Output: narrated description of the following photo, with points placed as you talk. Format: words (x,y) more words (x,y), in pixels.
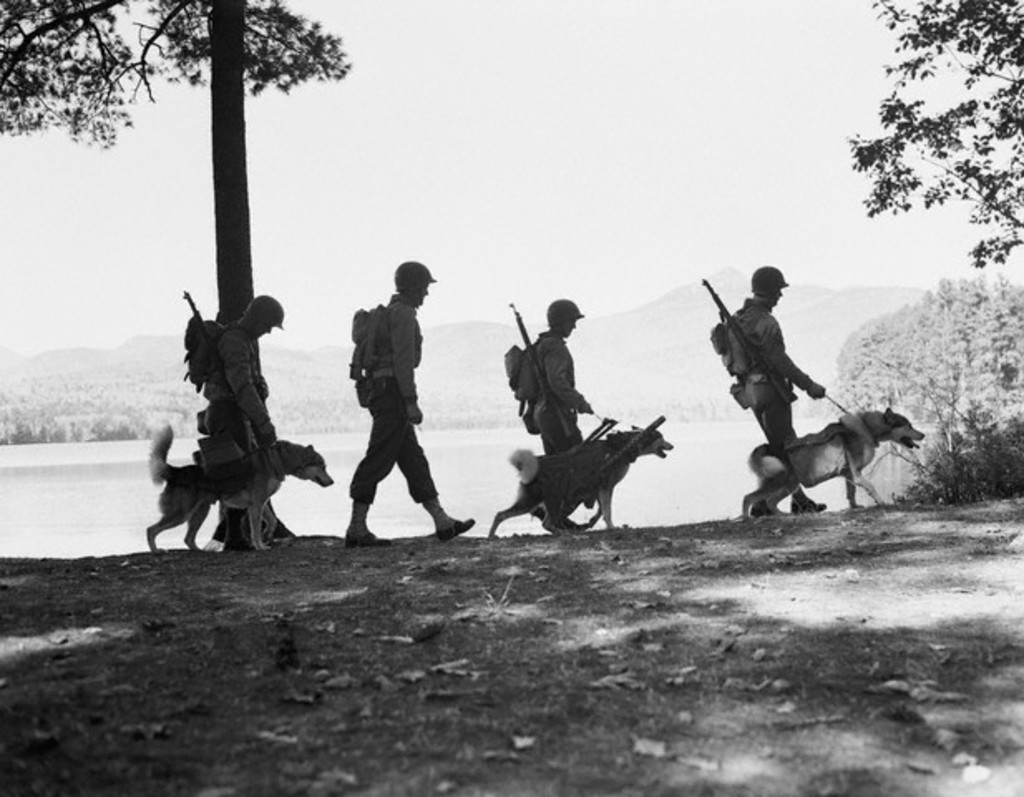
As we can see in the image there is a sky (463,146), trees (87,18), and few people (225,427) walking and there are three dogs (763,456).
